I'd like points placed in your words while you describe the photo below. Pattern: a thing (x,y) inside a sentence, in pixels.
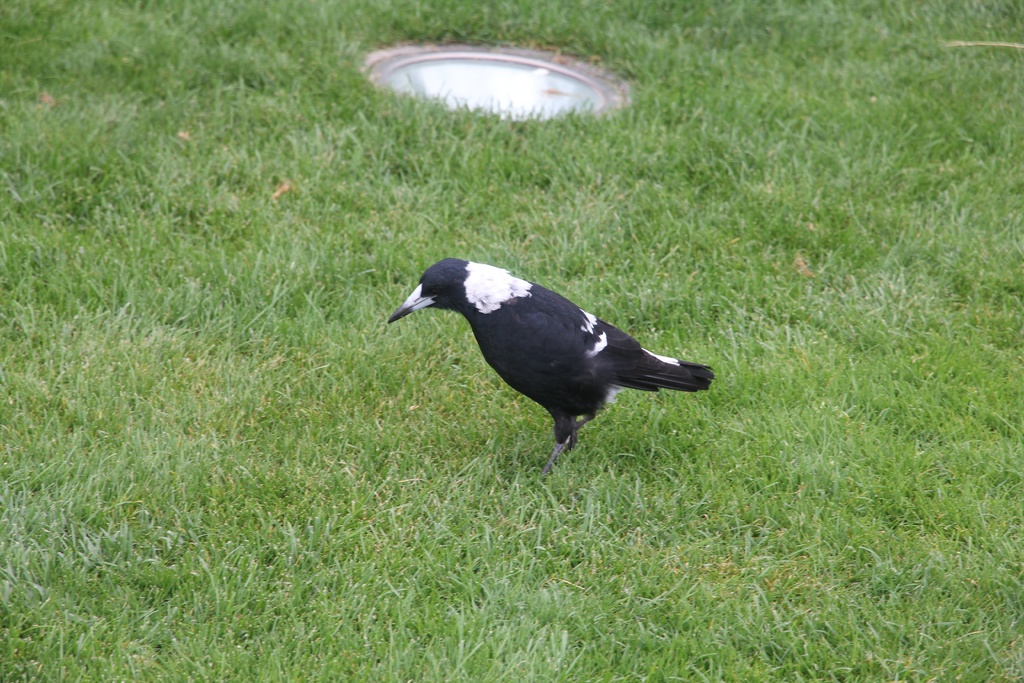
In this picture we can see a bird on the ground (347,455). And this is the grass (175,231).
